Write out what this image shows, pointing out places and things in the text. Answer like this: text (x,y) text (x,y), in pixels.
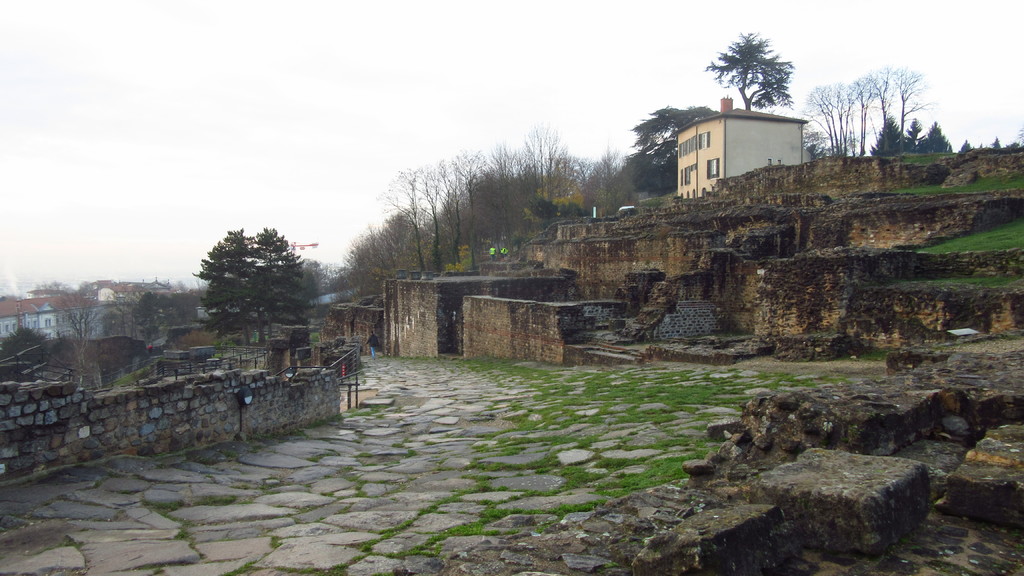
In this image there are buildings (59,320) and trees (235,237). There are walls (518,331). In the background (235,43) there is sky (270,74). At the bottom (649,401) there is grass (681,472).
